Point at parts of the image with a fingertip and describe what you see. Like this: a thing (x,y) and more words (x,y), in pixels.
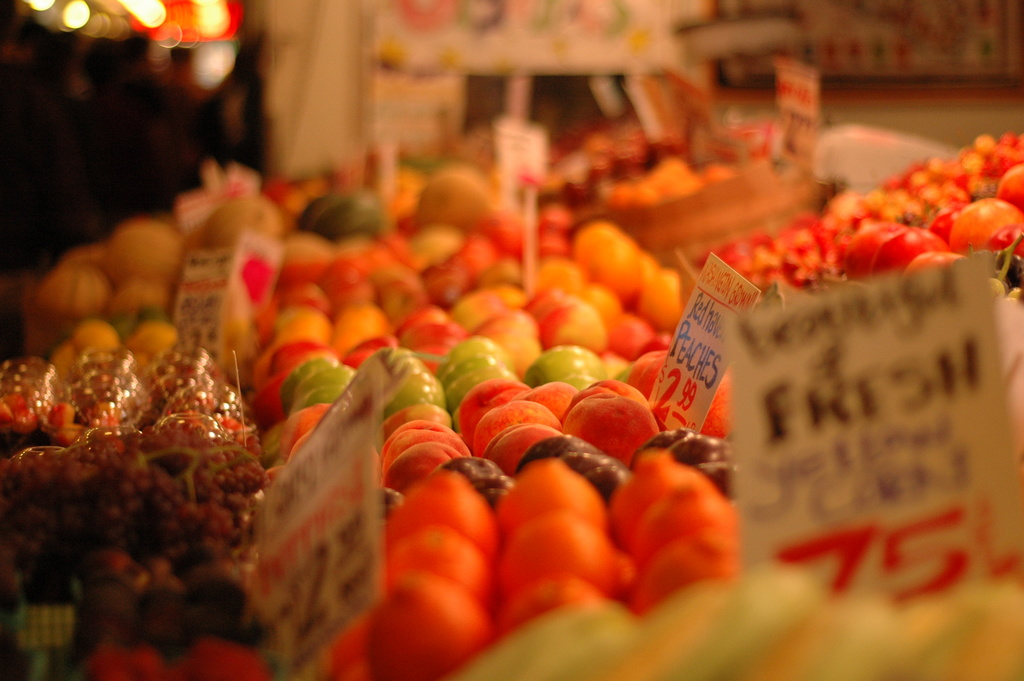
In this image there are many fruits (580,504). In between there are boards (675,337) with text (713,286). The background (513,30) is blurry.
